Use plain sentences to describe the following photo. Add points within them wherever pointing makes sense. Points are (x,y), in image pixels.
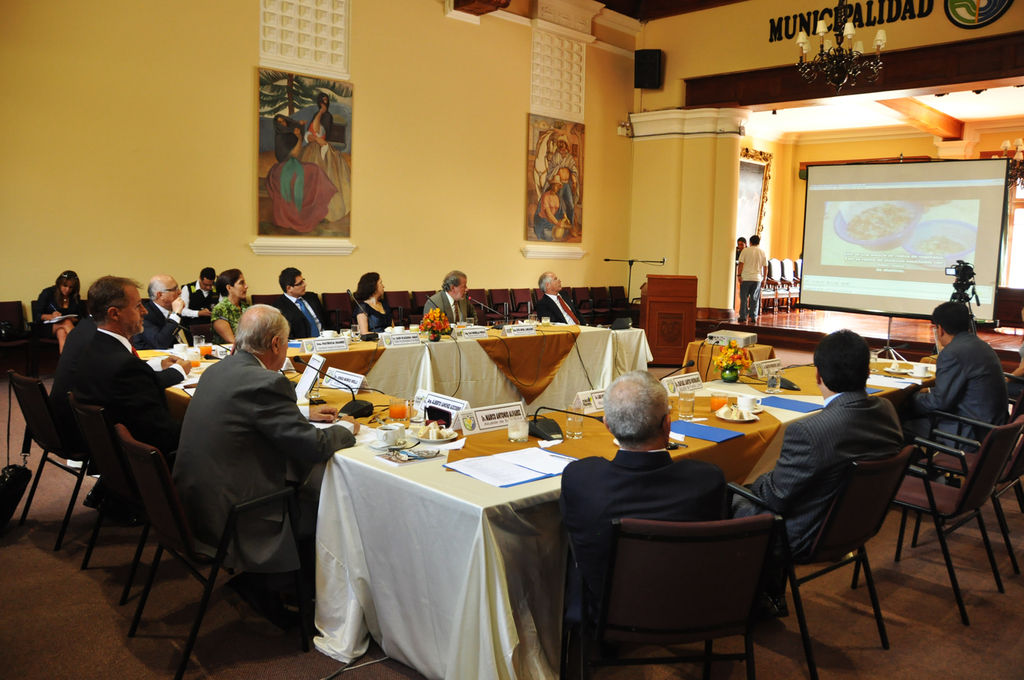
In this picture there are group of people (138,399) sitting on the chair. There are two persons (741,284) standing. There are two frames (553,165) on the wall (421,242). There are nameplates (480,415), cup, glass (395,410), flowers (430,329) and few objects (298,341) on the table (522,508).
